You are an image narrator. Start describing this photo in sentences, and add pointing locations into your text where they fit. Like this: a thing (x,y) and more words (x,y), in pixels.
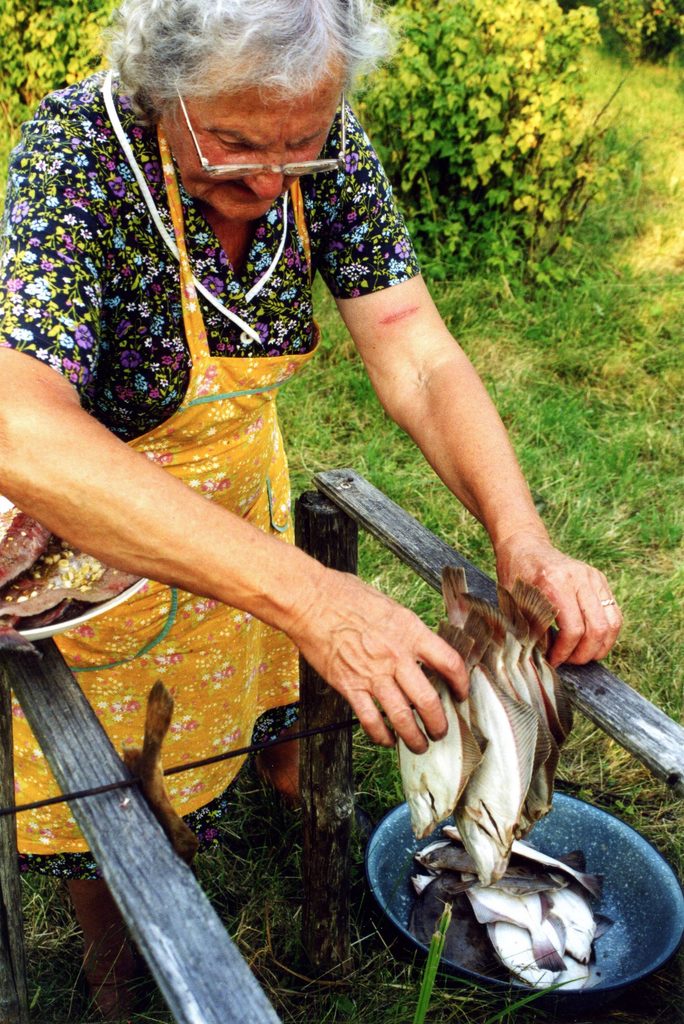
In this image, we can see a lady (173,281) wearing glasses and an apron (194,452) and placing fish (477,661) on the skewer (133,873) and there is a plate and a bowl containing fish (52,561). In the background (413,129), there are plants (521,149). At the bottom (264,810), there is ground (414,490).
